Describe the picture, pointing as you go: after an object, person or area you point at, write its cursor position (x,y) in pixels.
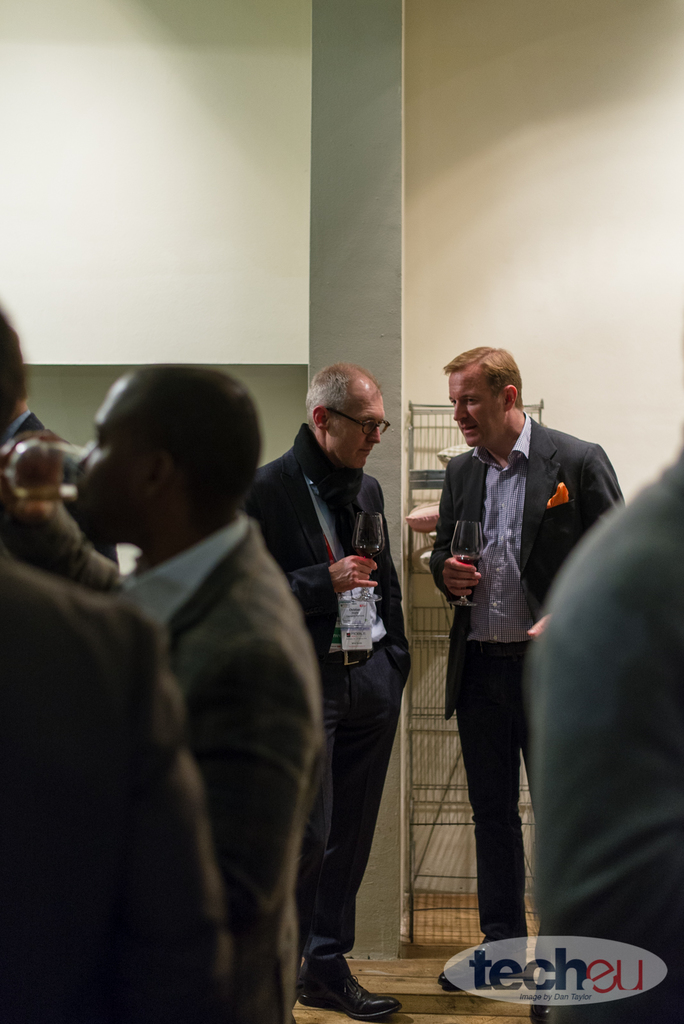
This is the picture of a room (482,668). In the foreground (240,895) there is a person (207,780) standing and holding the glass (34,492) and there are three persons (148,758) standing. At the back (399,598) there are two persons (399,646) standing and holding glasses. At the back (429,708) there is a stand (419,736) and there is a wall (486,256). In the bottom right (469,955) there is a text (491,990).
